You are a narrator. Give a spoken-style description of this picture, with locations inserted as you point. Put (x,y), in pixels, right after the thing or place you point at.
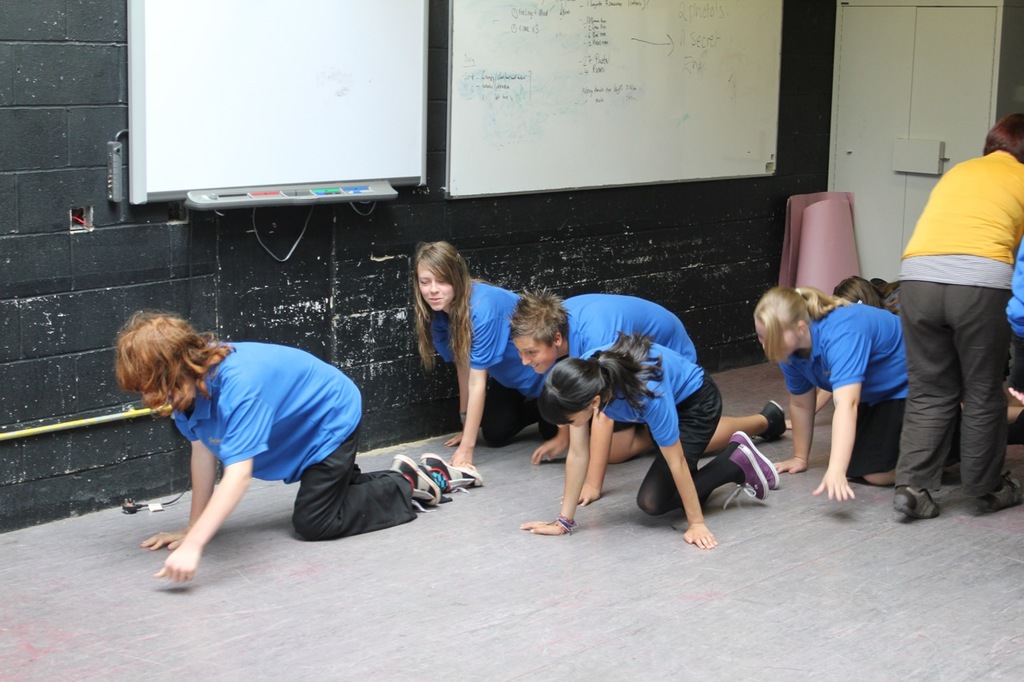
In this image we can see there are few people (874,350) crawling on the floor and the other person (970,375) standing. At the back (678,64) we can see the boards (421,82) with text (503,100) attached to the wall (432,164). And there are papers (822,224) and door (918,122).
